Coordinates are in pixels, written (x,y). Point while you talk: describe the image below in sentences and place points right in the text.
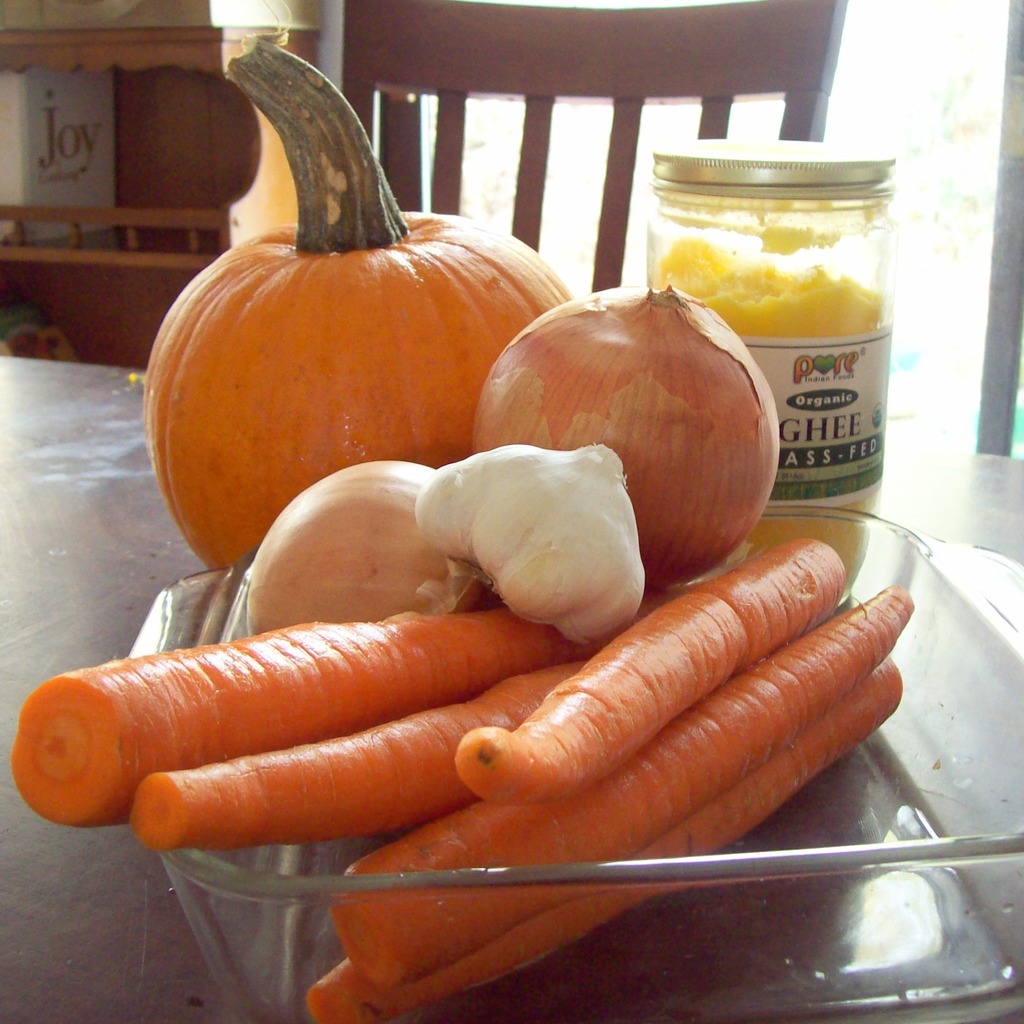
In the picture I can see the carrots (761,800) and onions (760,378) are kept in the glass bowl (815,852) which is on the table (106,970). I can see a jar (740,325) and the pumpkin (423,359) on the table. It is looking like a wooden chair (583,65) at the top of the picture (670,9). There is a wooden shelf (85,216) on the top left side of the picture (85,216).
